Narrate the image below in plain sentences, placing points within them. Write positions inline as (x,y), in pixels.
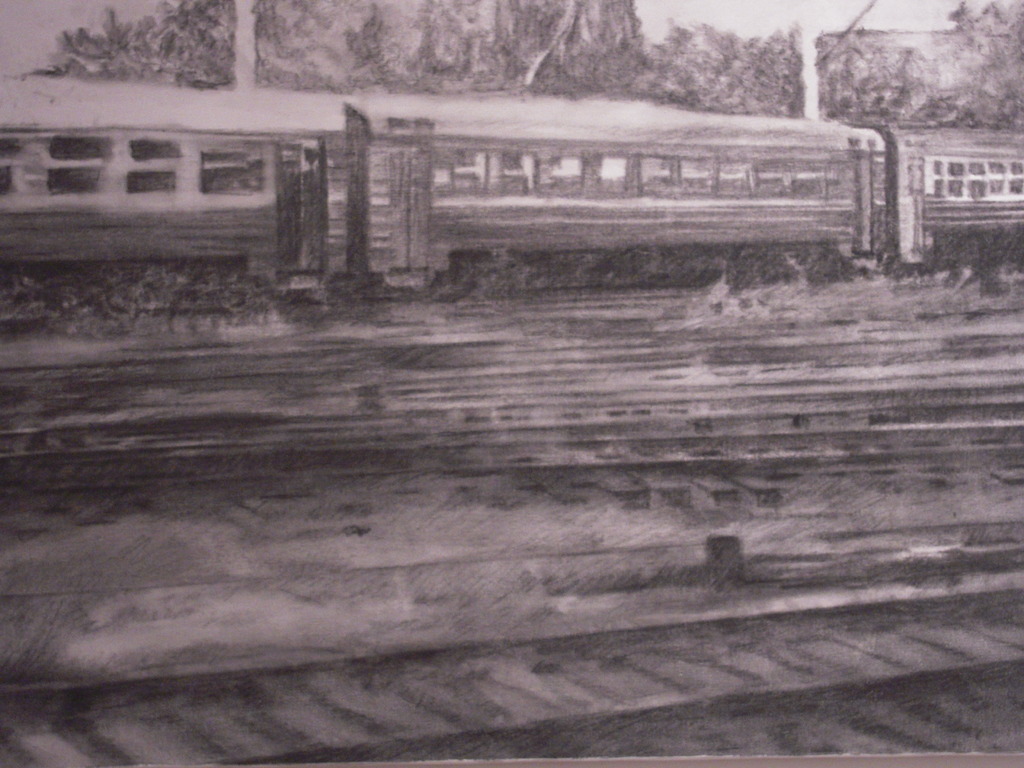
In this image I can see the drawing of the tracks (458,654) and a train (356,239) on the track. In the background (414,71) I can see many trees (495,64) and the sky (762,24).
